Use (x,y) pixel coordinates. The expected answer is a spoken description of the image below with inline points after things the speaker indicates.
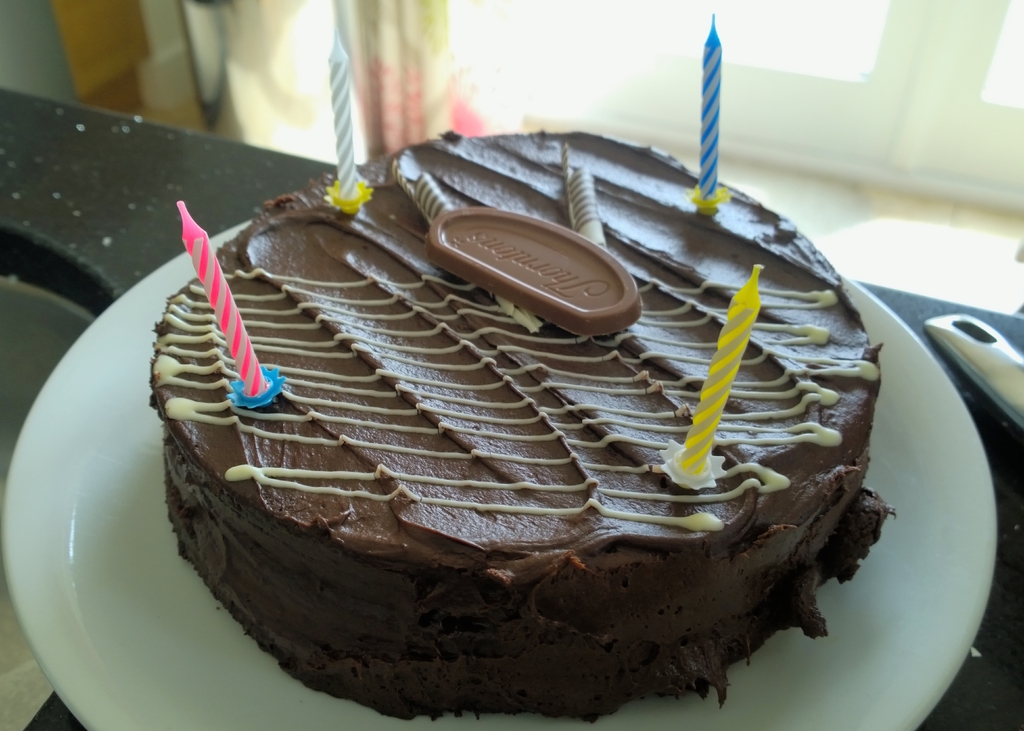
In this image there is one cake (477,363) at middle of this image (451,447) and there are some candles (241,328) placed on this cake (427,282) and this cake (344,321) is kept in white color plate (136,570), which is at bottom of this image (101,556). there is one table (138,209) at bottom of this image (1013,708), and there is a door (846,70) at top right corner of this image (883,62).
